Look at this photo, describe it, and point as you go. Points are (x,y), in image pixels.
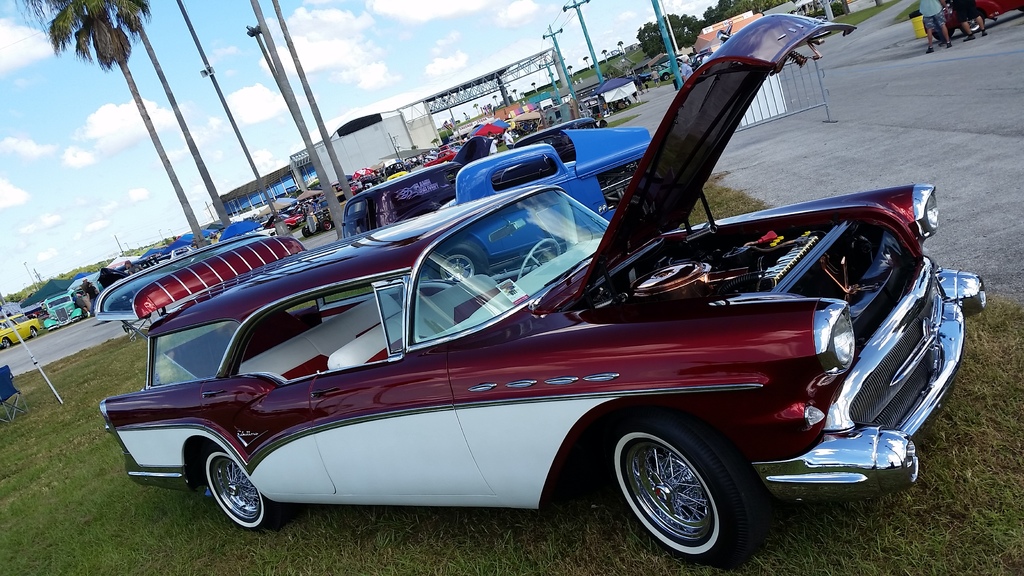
In the center of the image (447,243) we can see vehicles (362,195), shed (388,142), tents (19,303), trees (327,188), poles (555,90), barricades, some persons (967,17), road (848,68), lights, wires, speakers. At the bottom of the image (264,564) there is a ground (254,554). At the top of the image (359,50) clouds (328,78) are present in the sky (27,253). On the left side of the image (14,389) chair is there.
